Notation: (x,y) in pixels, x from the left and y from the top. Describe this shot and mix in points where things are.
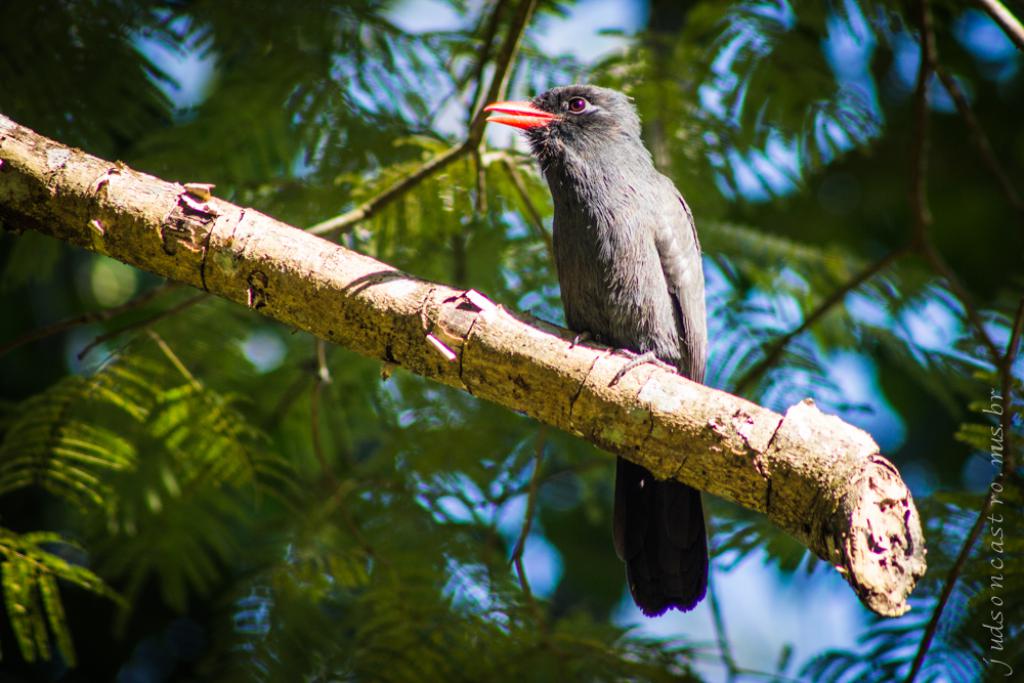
In this picture we can see a bird (664,303) standing on a wooden stick (664,409), in the background (750,364) we can see branches (511,170) and leaves (262,74) of the tree (403,151), there is a blurry background (355,158), at the right bottom (995,511) there is some text (992,613).
